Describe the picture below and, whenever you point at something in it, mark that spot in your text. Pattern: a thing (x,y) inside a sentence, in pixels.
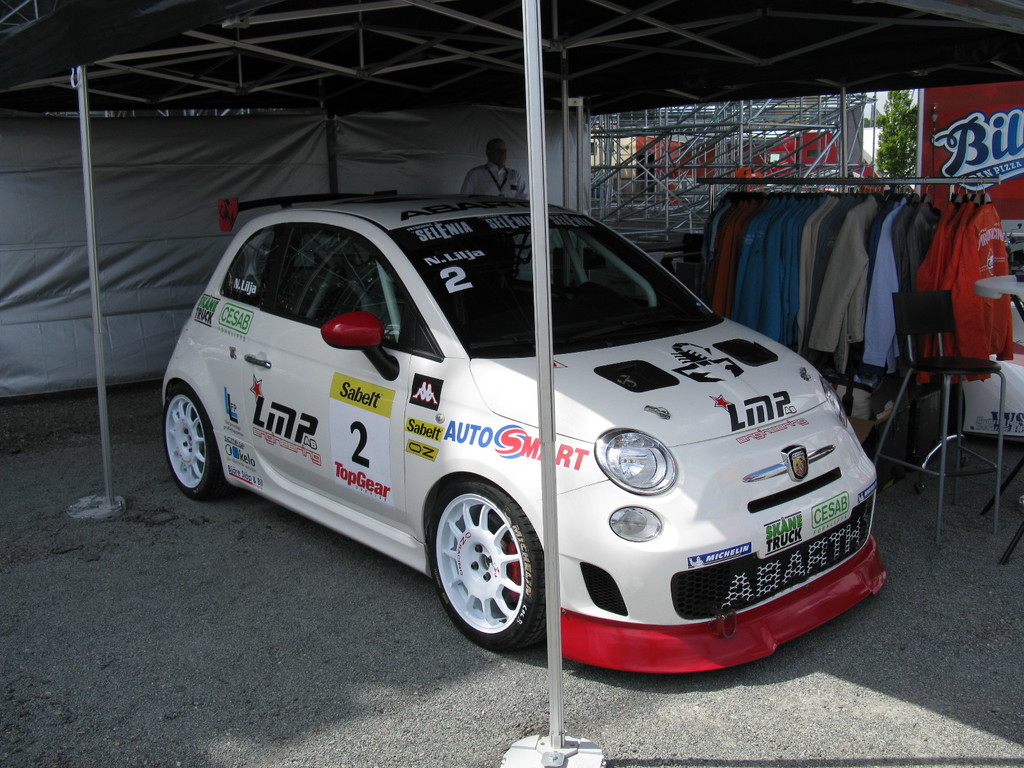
In the image there is a shelter (412,41) and under that there is a car (222,386), behind the car (719,347) there is a hanger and there are different clothes (871,253) hanged to it, in the background (482,167) there is a man (484,176) and beside the man (501,178) there are a lot of rods (682,133) and beside the rods (710,122) there is a tree (912,154).
